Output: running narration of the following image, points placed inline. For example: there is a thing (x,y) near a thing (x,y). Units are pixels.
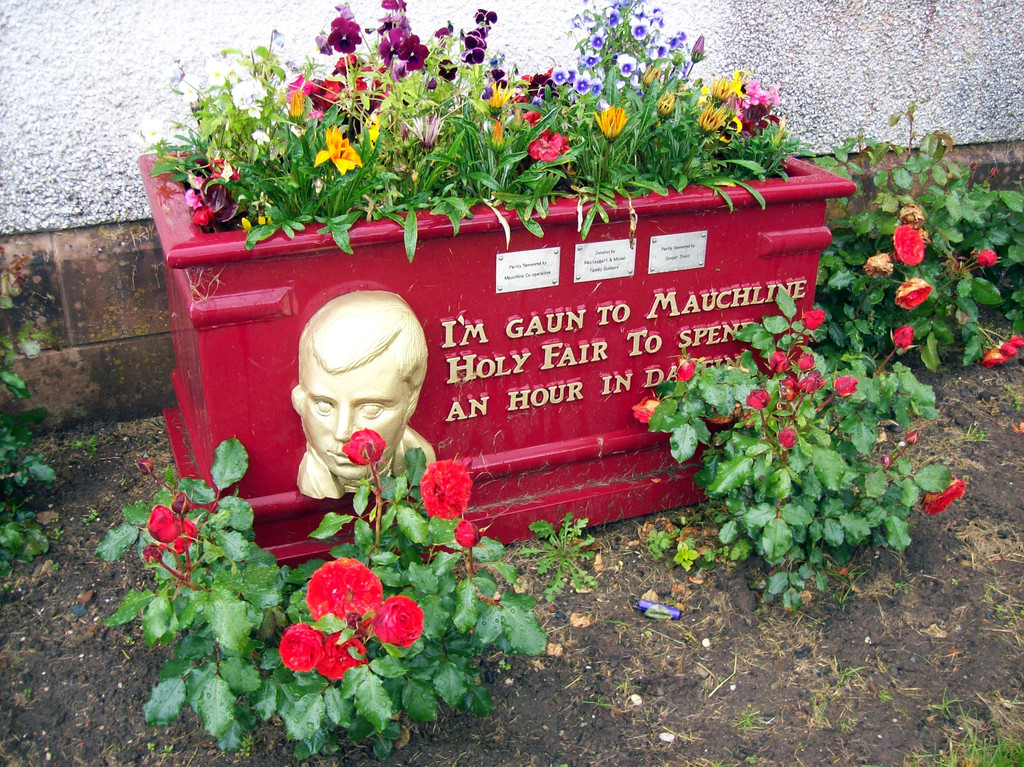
Here we can see plants (302,611) with flowers (386,606) on the ground (589,735) and we can see a red color pot (452,346) with plants (271,108) and flowers (288,96) in it and there is a text (566,352) written on the pot (570,263) and small tags (514,286) on it. In the background (167,36) we can see a wall (117,81).
